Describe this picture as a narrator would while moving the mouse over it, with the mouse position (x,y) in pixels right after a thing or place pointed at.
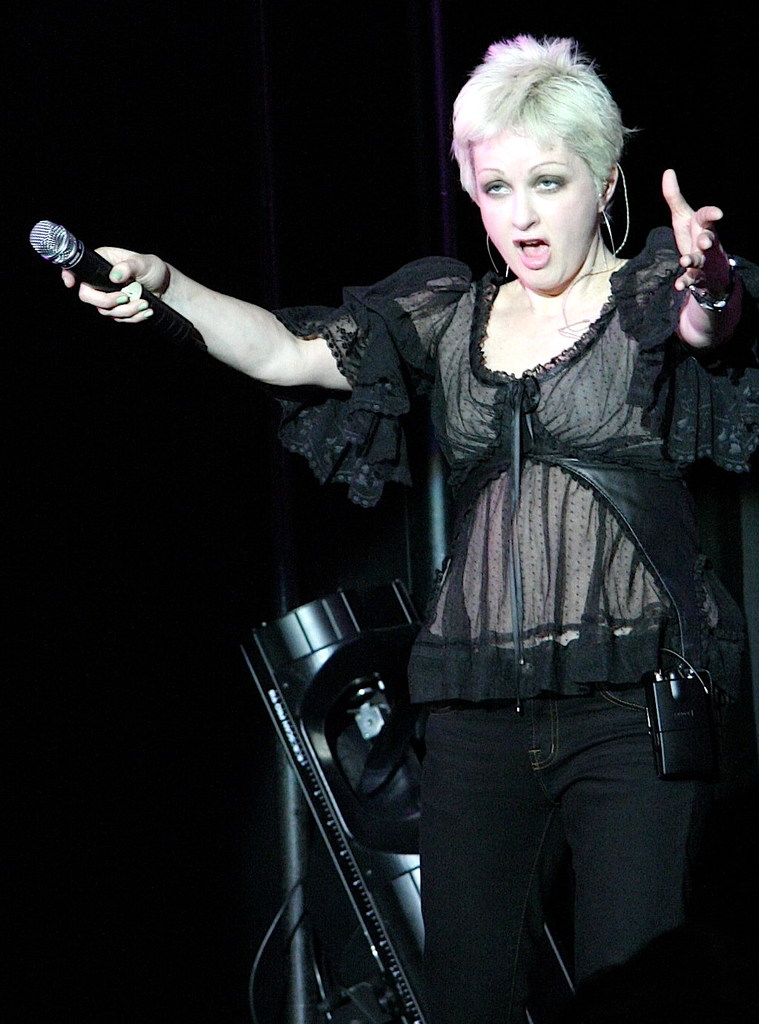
In this image we can see a woman (450,575) standing and holding a mic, behind her we can see an object (411,890) and the background (241,118) is dark.
